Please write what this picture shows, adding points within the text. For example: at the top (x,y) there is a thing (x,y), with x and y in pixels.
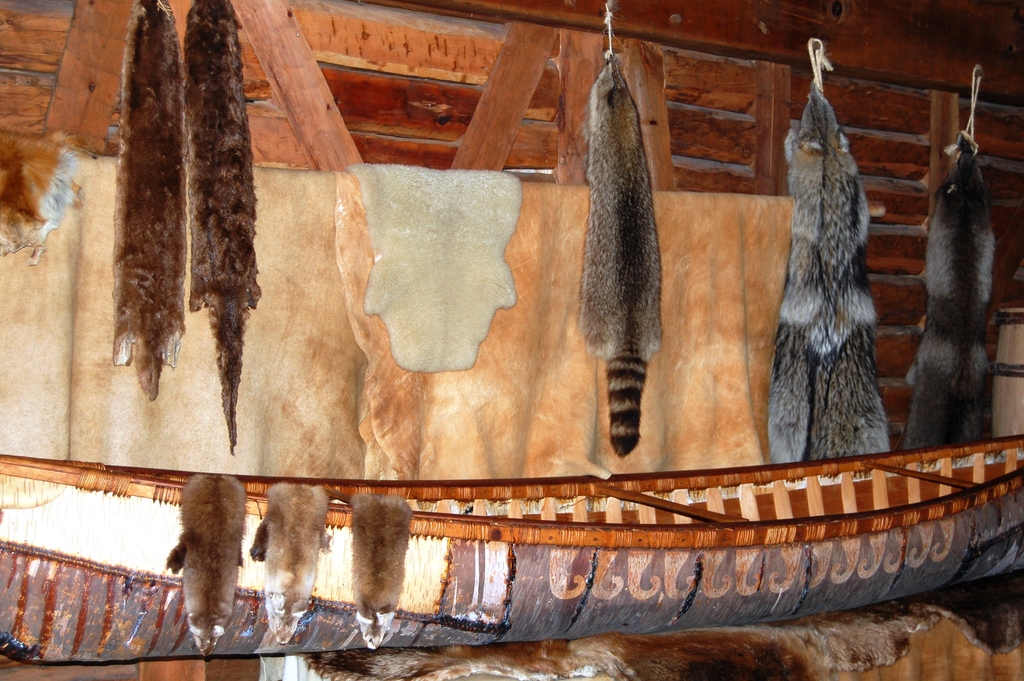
In this image I can see a boat (624,558), animal skins (576,289) and wooden wall (685,112).
